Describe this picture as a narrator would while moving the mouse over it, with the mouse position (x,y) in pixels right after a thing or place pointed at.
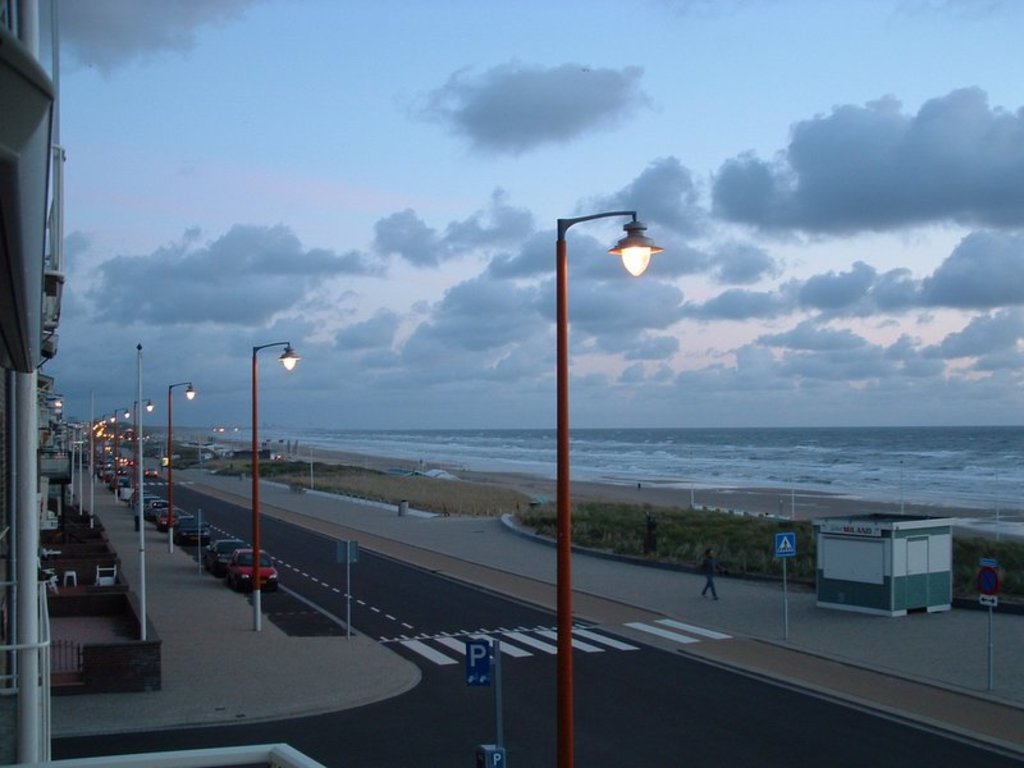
In this image I can see the road (298,526) in front on which there are number of cars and I can see the light poles (292,351) and on the right side of this picture (779,565) I can see the plants (306,476), a person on the footpath (935,641), few sign boards (995,581) and the water (370,435). In the background (221,331) I can see the sky (627,170) which is cloudy.
